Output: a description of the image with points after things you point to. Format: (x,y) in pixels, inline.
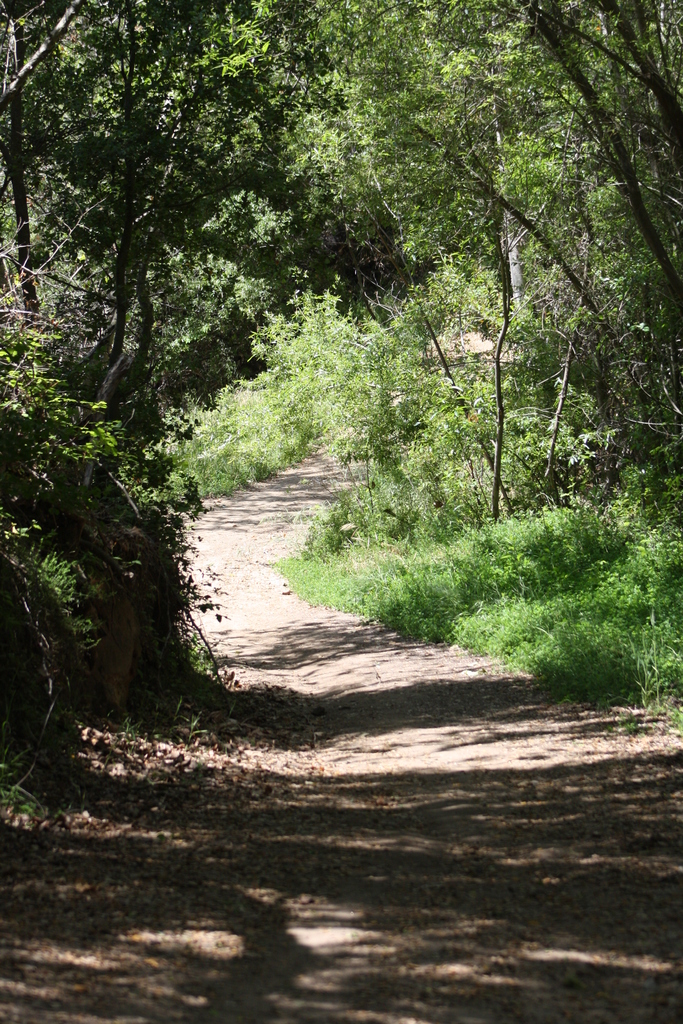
This picture shows a path (309,983) and trees (390,334).
